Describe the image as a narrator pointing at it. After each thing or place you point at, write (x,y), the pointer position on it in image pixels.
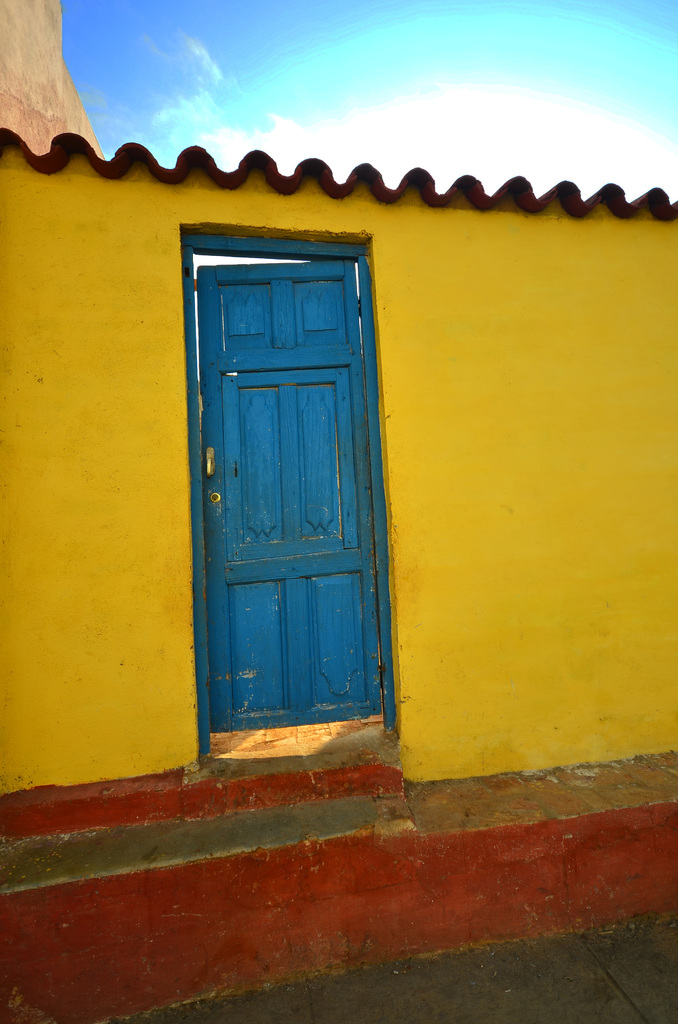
This image is taken outdoors. At the top of the image (297,112) there is a sky (500,121) with clouds (543,153). In the middle of the image (367,375) there is a room (270,362) with a wall (111,402) and a door (325,452). At the bottom of the image (663,978) there is a floor (599,992).
